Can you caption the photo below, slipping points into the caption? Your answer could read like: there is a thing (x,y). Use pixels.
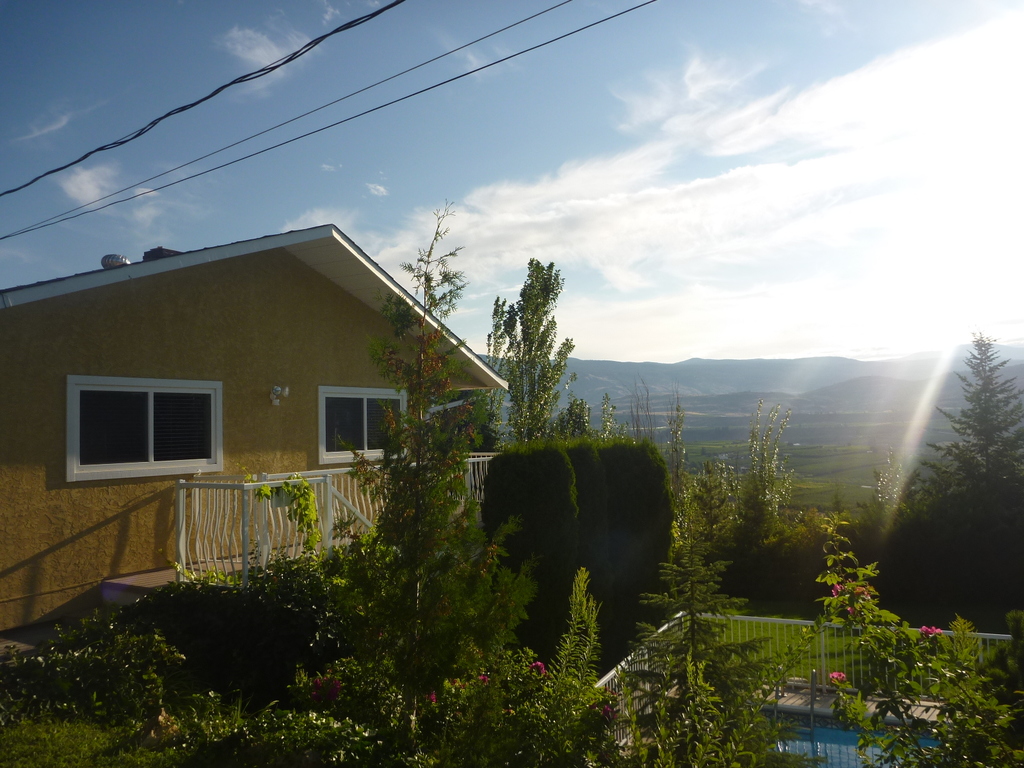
In this picture we can see few trees (554,501), water (852,736) and a house (249,422), and also we can find few metal rods (357,492), cables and clouds (705,243).
